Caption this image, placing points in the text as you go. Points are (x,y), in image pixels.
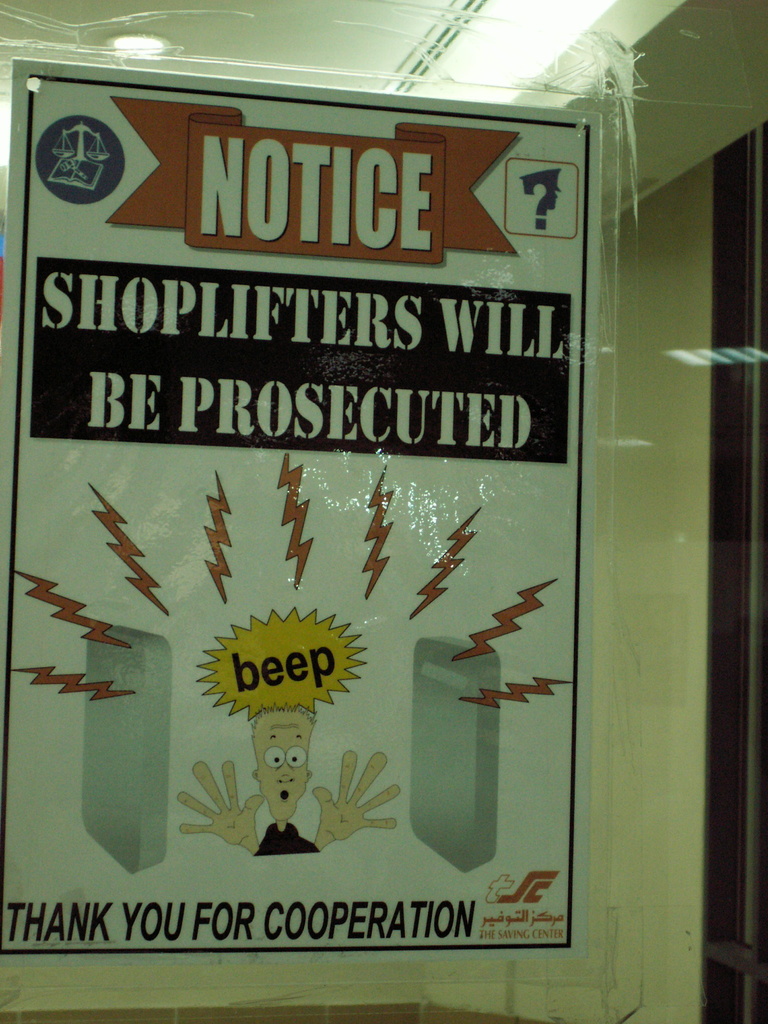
In this picture we can see the poster (447,666) on the glass (666,461). In that poster (567,220) we can see the depiction of a person (277,791) and the security gates (123,739), beside that we can see a quotation (326,399). On the top (536,29) there is a tube light (520,29). On the right (767,551) there is a door (753,669) near to the wall (701,802).
